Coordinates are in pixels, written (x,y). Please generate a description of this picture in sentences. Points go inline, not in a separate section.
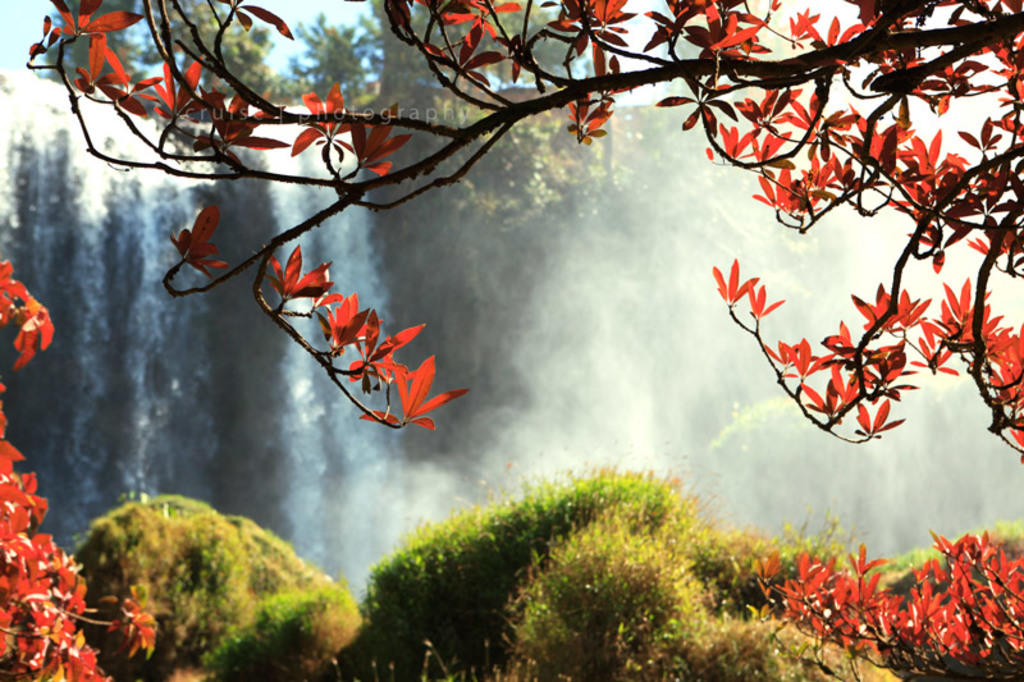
In this image I can see plants (617,517), trees (1013,389), waterfall (227,322) and the sky (579,60). This image is taken may be near the hill station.
